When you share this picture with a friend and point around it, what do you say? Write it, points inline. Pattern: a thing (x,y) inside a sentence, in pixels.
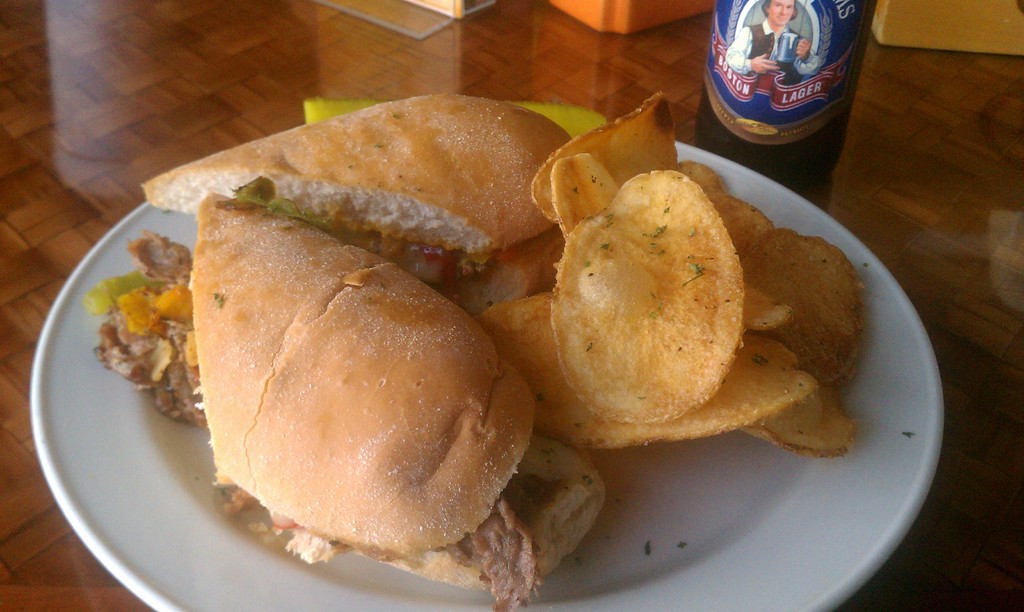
In this image we can see some food (535,417) in a plate (614,502) which is placed on the table (872,219). We can also see a bottle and some objects (929,35) placed beside it.
